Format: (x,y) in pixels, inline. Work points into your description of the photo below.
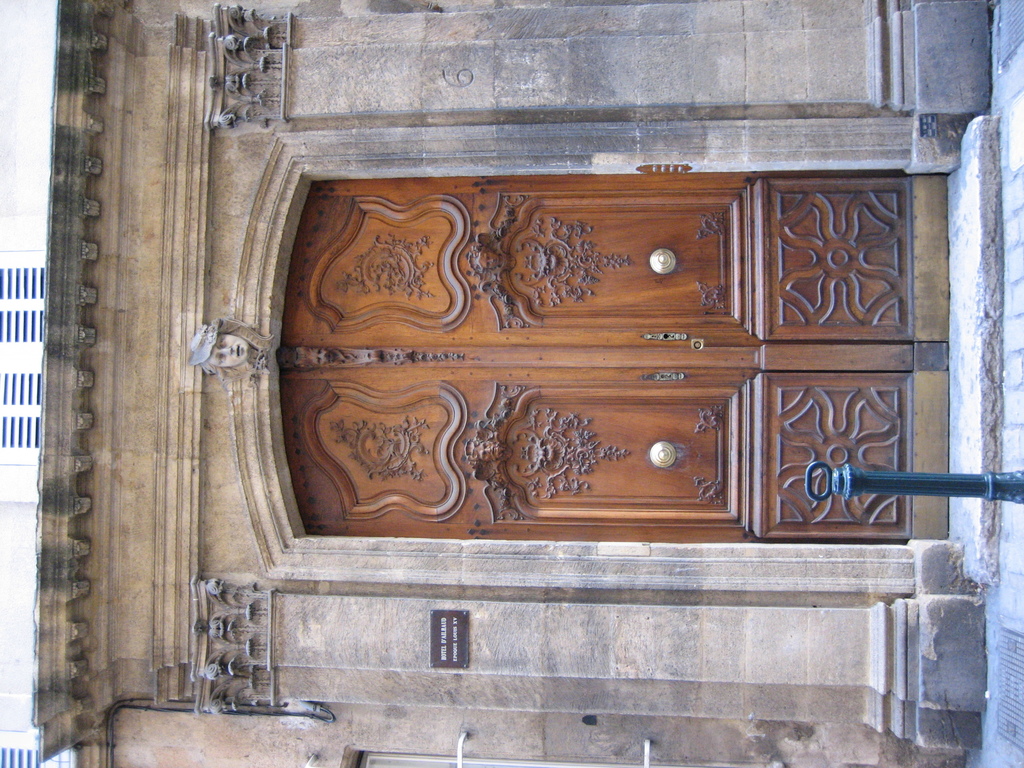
This is a front view of a building (342,492). In this image we can see there is a closed door (660,370), in front of the door (781,485) there is a pole (924,490), beside the door (650,446) there is a name plate (436,626) attached to the wall (404,666).
